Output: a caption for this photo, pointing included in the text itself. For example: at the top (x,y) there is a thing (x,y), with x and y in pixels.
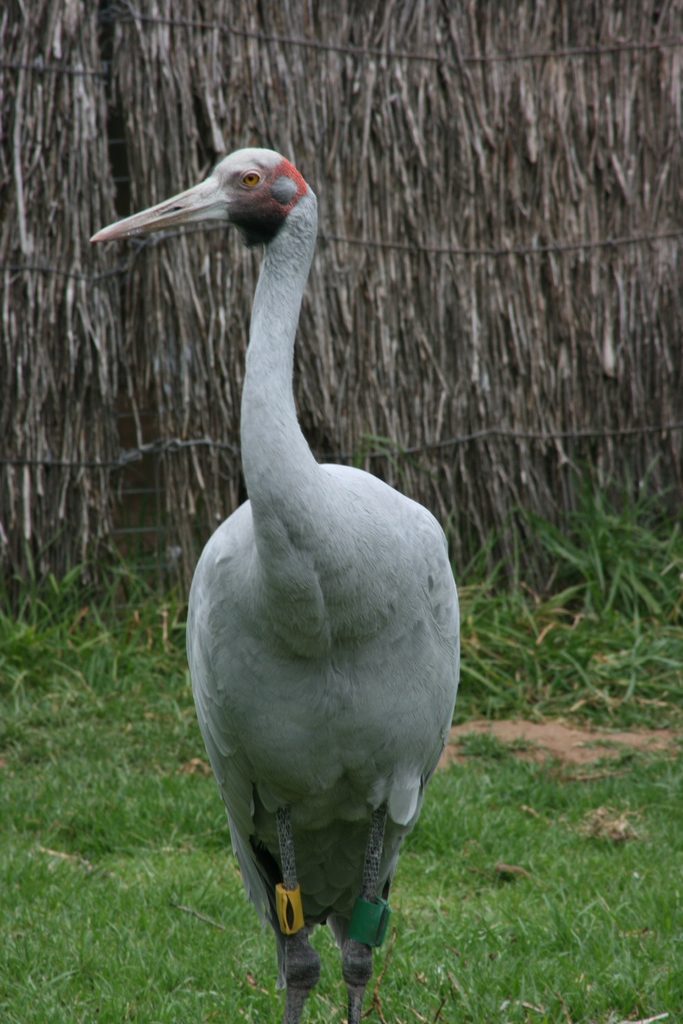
In this picture I can observe a bird (219,610) standing on the ground (168,816). I can observe some grass (173,942) on the ground (447,881). In the background (154,383) there is a wall (473,362) which is made up of sticks (154,95).
